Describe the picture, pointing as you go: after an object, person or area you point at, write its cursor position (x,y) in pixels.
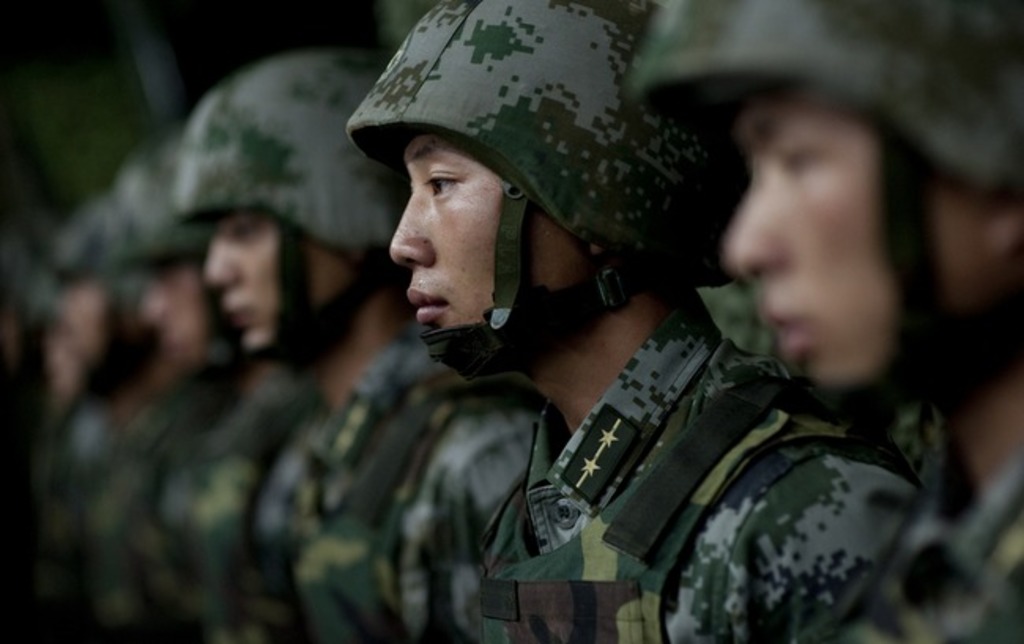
In this image we can see a group of men (507,397) wearing the helmets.
